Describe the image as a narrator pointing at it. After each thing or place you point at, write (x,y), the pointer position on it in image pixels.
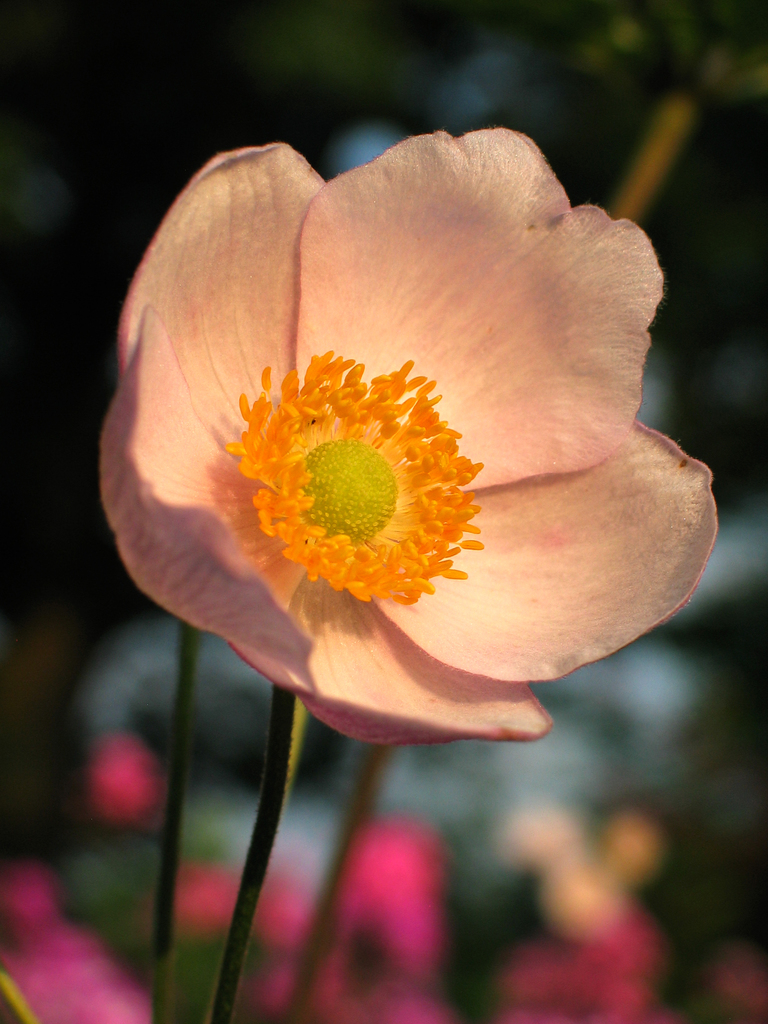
We can see flower (430,354). Background (308,985) it is blur.
